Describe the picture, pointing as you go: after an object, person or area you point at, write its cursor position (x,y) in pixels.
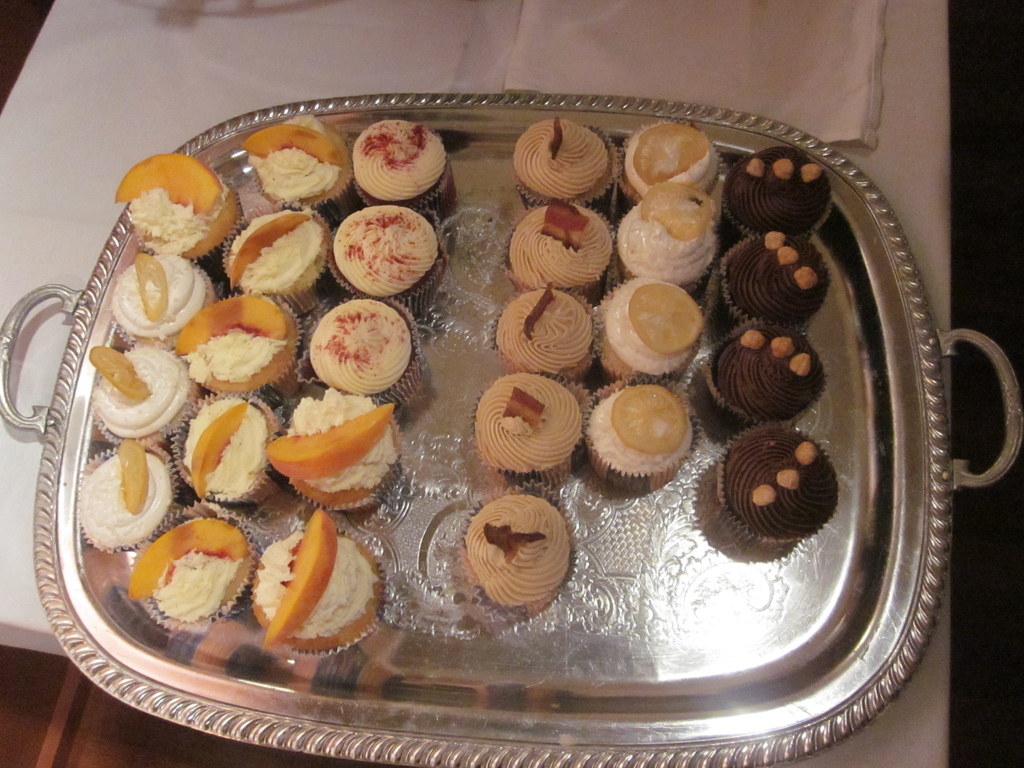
In this image I can see few cupcakes (658,395) in the tray (722,578) and the cupcakes (369,382) are in brown, white and cream color and the tray (230,136) is on the white color surface (114,97).
